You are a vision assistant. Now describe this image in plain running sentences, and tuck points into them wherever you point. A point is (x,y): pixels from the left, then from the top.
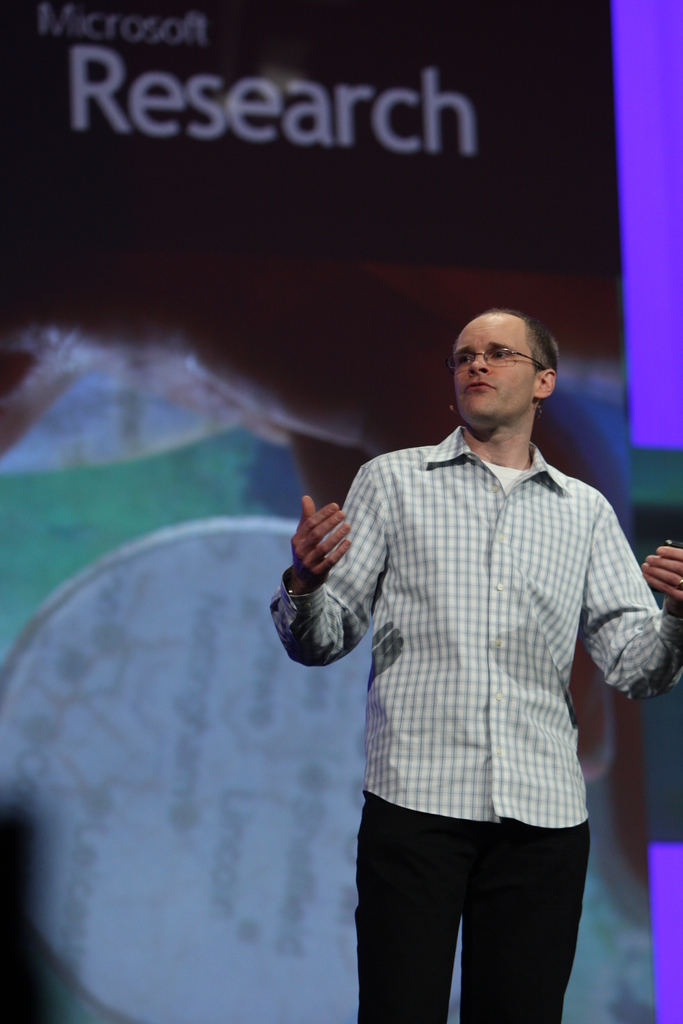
On the right side of the image (506,557) we can see a man (478,420) is standing and wearing a spectacles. In the background of the image (380,332) a board (347,331) is there.
